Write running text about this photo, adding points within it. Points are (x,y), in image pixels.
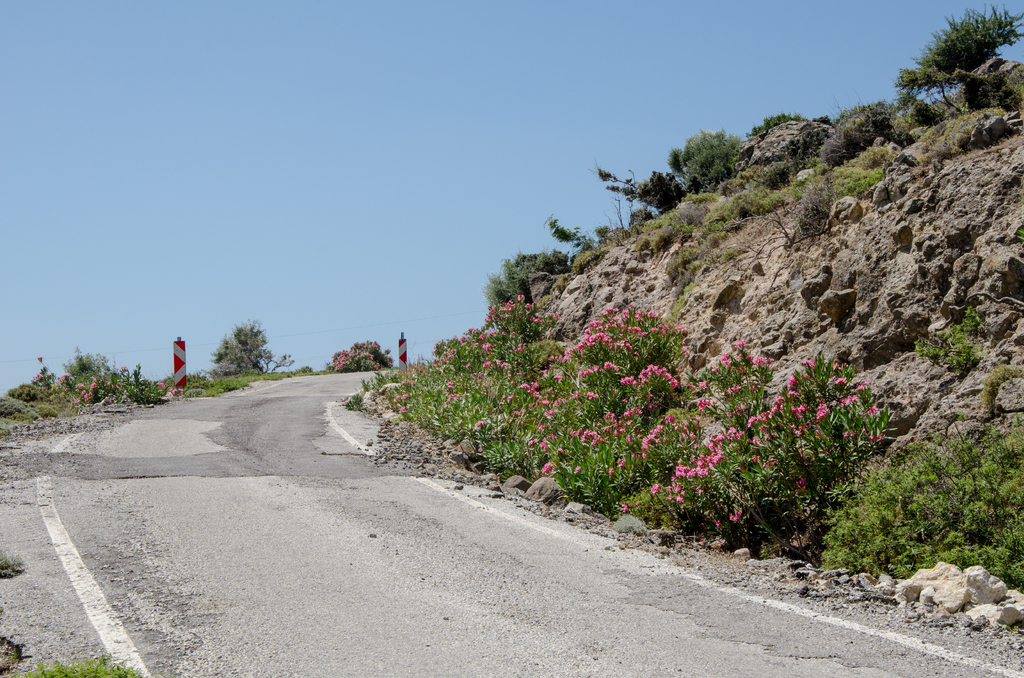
In this image there is a road (250,444), beside the road (227,412) there are sign boards (178,370), flowers (542,428) on plants (529,349) and rocks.
